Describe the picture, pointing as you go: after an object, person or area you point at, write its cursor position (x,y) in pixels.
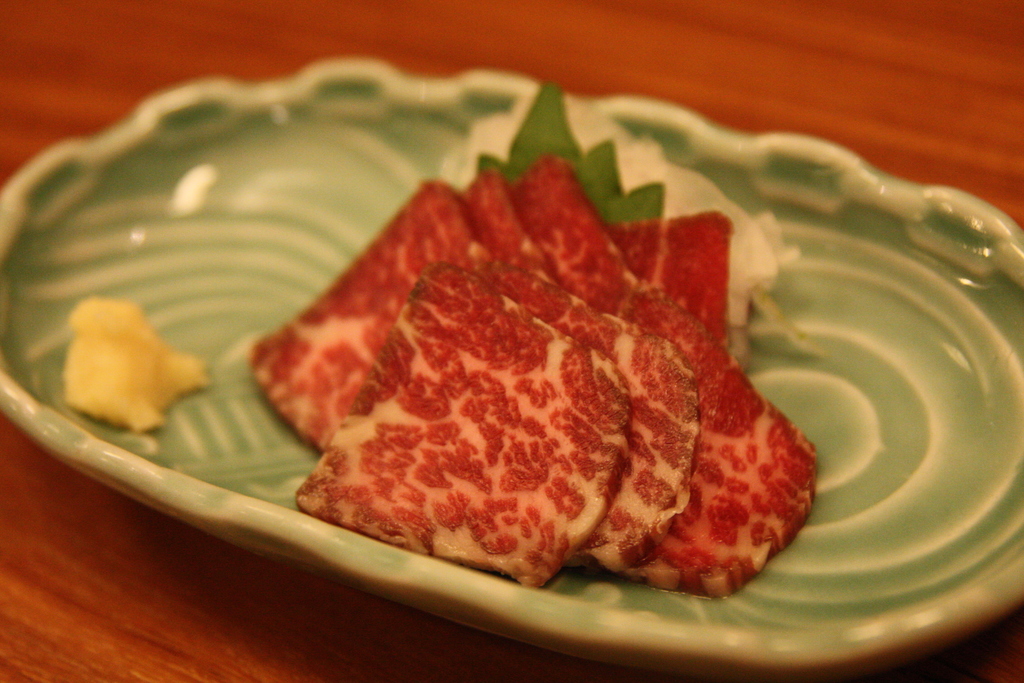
These are the food items (544,354) in a plate (757,370).
